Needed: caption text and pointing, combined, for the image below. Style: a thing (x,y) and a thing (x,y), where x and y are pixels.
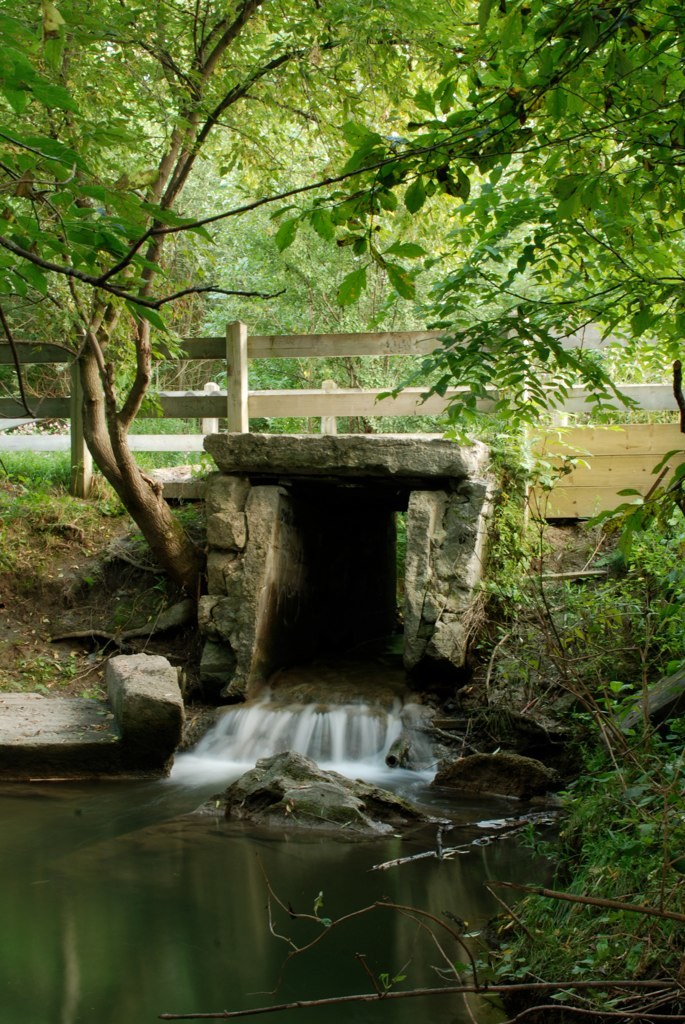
In this image at the bottom (143,842) there is a lake (124,914) and in the center (240,342) there is a bridge (260,457), and also we could see some plants (516,914), grass (529,914), and in the background (285,162) there are some trees (354,219).
